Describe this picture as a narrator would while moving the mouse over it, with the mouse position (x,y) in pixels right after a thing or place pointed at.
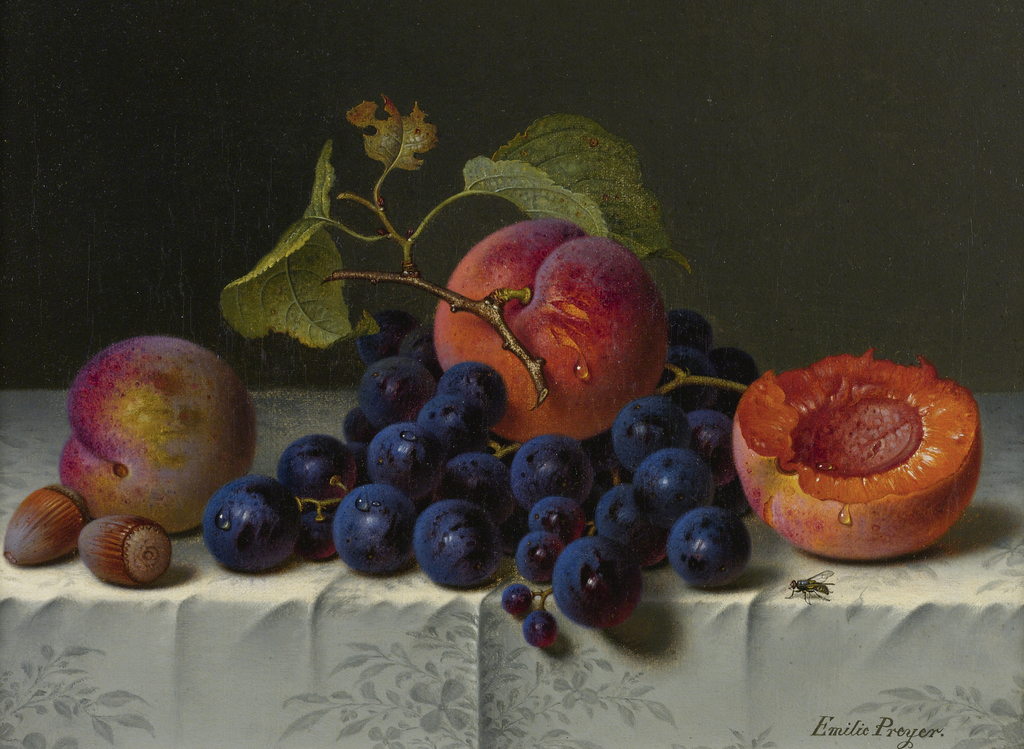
In this image we can see a group of fruits (379,407) on a cloth (430,616). On the right side (805,596), we can see a housefly (824,572). In the bottom right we can see some text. Behind the fruits (373,542) we can see the gray background (215,243).
